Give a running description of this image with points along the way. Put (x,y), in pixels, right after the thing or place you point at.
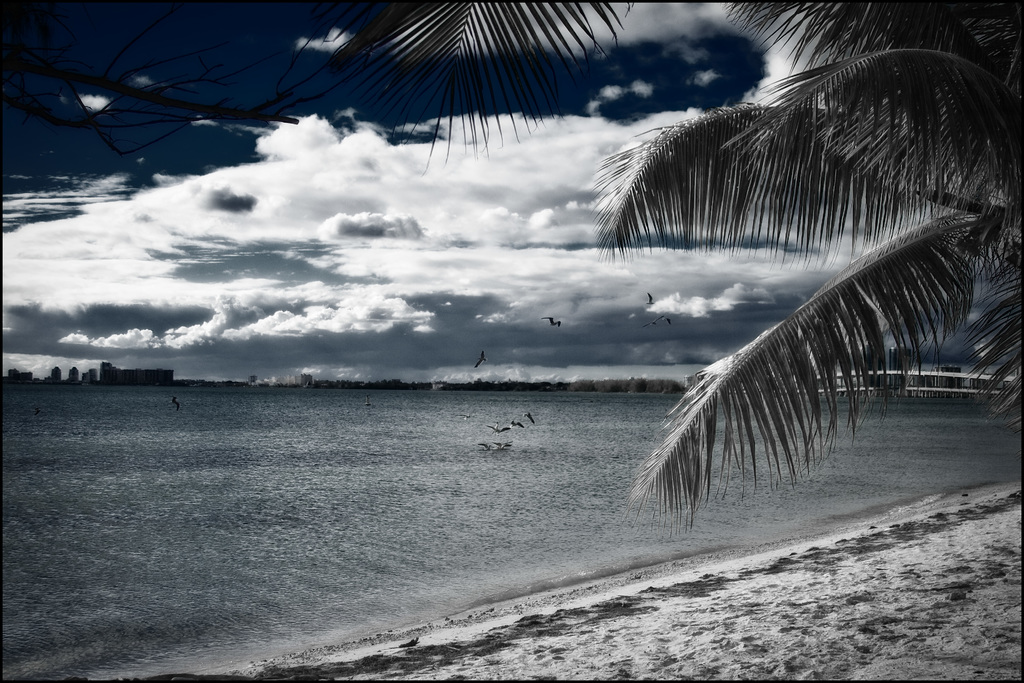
In the picture I can see the ocean (550,465). There are birds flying in the sky (529,357). I can see the sand (778,557) on the bottom right side (879,548). I can see the trees (871,163) on the right side (906,380). In the background (295,384), I can see the buildings (915,370). There are clouds (359,206) in the sky (377,213).
